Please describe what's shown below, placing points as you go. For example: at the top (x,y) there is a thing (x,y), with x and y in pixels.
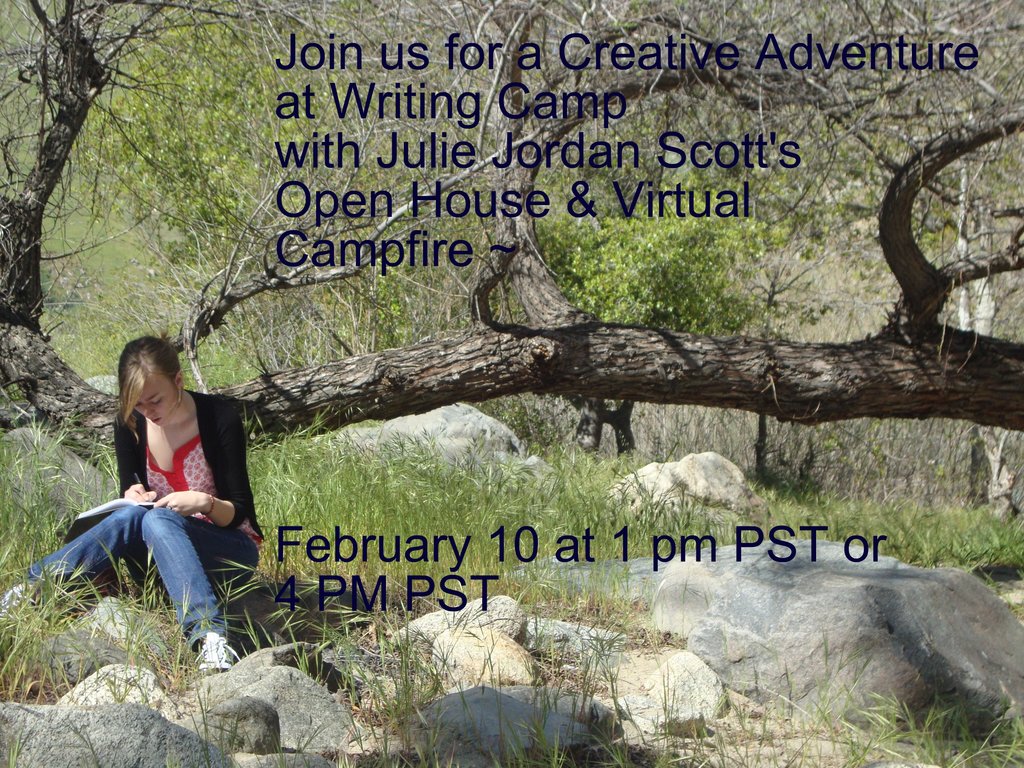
In this image, we can see trees (664,253), rocks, some text (462,237) and there is a lady (125,532) sitting and holding a book (126,503) and a pen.
